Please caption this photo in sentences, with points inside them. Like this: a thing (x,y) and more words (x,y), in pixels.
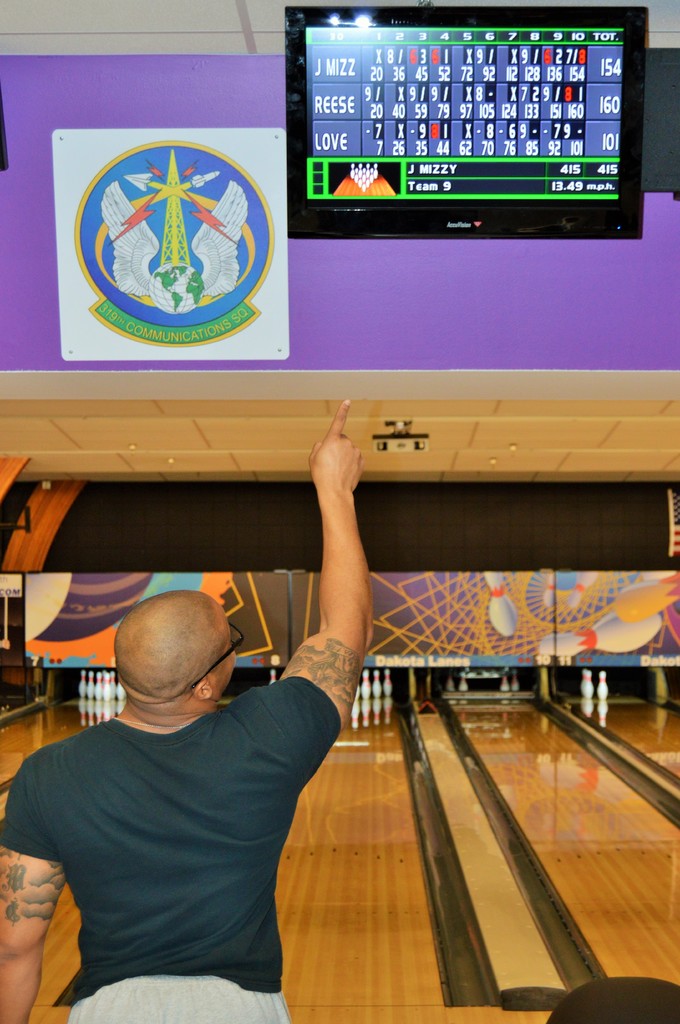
In this image I can see a person (254,860) wearing black and grey colored dress (170,847) is standing. In the background (284,272) I can see a huge board (185,265), a television screen (453,159), the ceiling (519,414), few lights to the ceiling (209,451), the floor (325,850) and few white colored objects (377,669) at the end of the lanes (371,714).
